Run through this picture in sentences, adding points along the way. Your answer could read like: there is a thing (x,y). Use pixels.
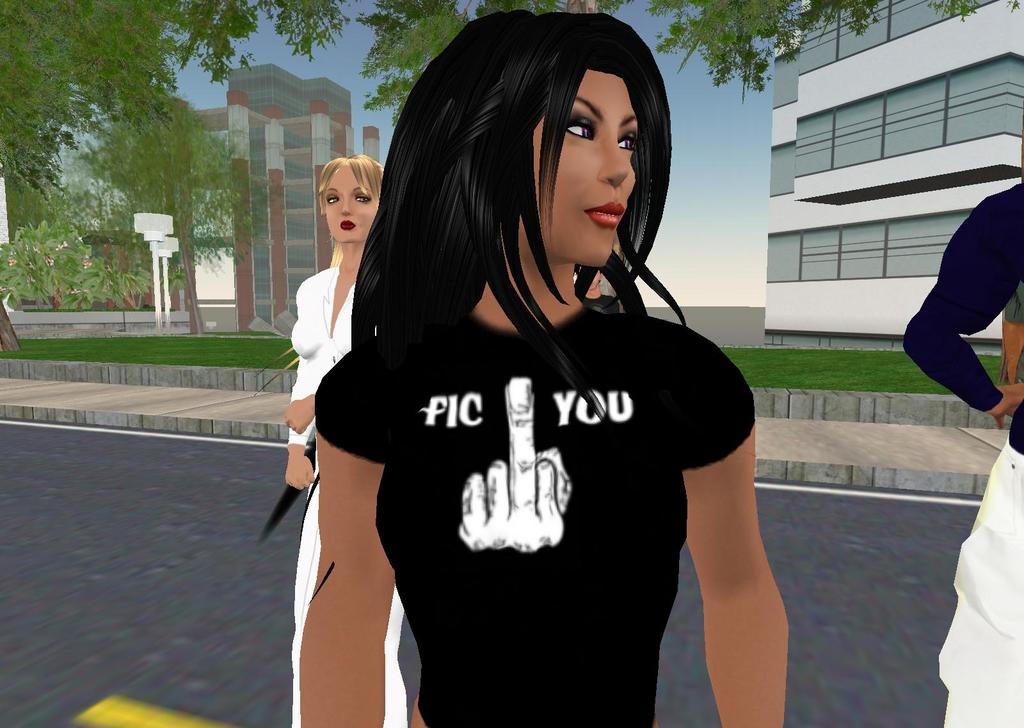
This is animated picture where two women (448,538) are standing, one is wearing black dress (408,524) and the other one is wearing white dress (315,332). To the right side of the image (989,246), one man (964,287) is there who is wearing dark blue t-shirt (964,287) with pant (1002,614). Behind them buildings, trees (196,166) and pillars (170,254) are present. The land (811,373) is full with grass (836,359).
